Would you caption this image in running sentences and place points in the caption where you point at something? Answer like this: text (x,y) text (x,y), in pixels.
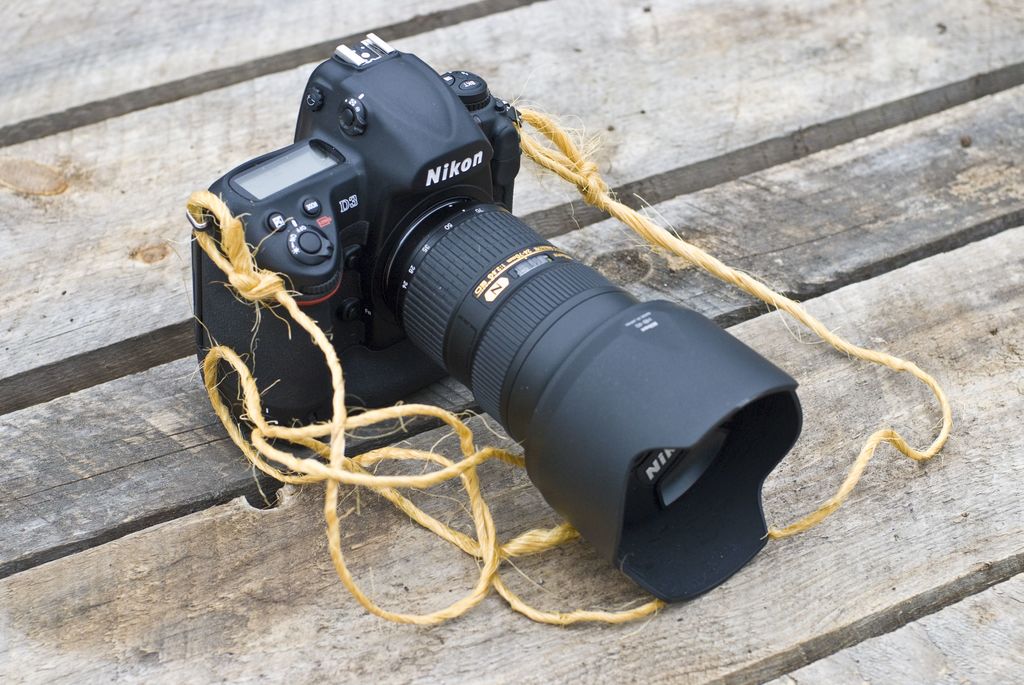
We can see a camera (372,232) tied with ropes (228,360) to its edges (196,294) and it is on a wooden platform (353,27).
